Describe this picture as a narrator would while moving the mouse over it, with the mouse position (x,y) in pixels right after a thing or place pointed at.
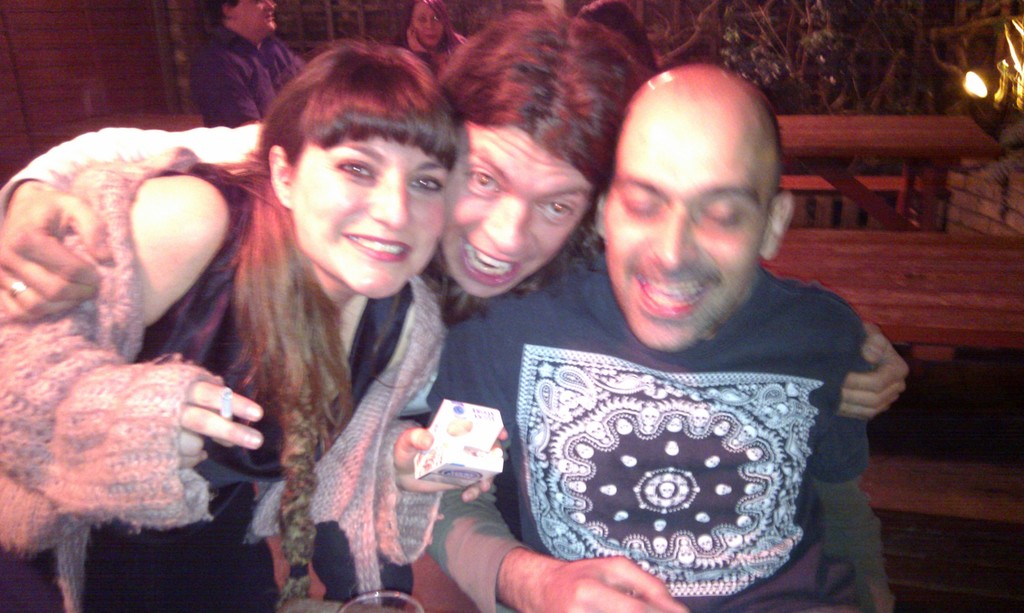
On the right side (752,298), there is a person (711,418) in a t-shirt (711,418) smiling and sitting. On the left side (326,239), there are two persons (271,338) smiling and bending. One of them is holding a box (474,411) with one hand (504,438) and a cigarette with other hand (209,413). In the background (248,54), there are persons (247,74) standing, there is a light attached to the wall (962,63) and there are trees (902,23).
